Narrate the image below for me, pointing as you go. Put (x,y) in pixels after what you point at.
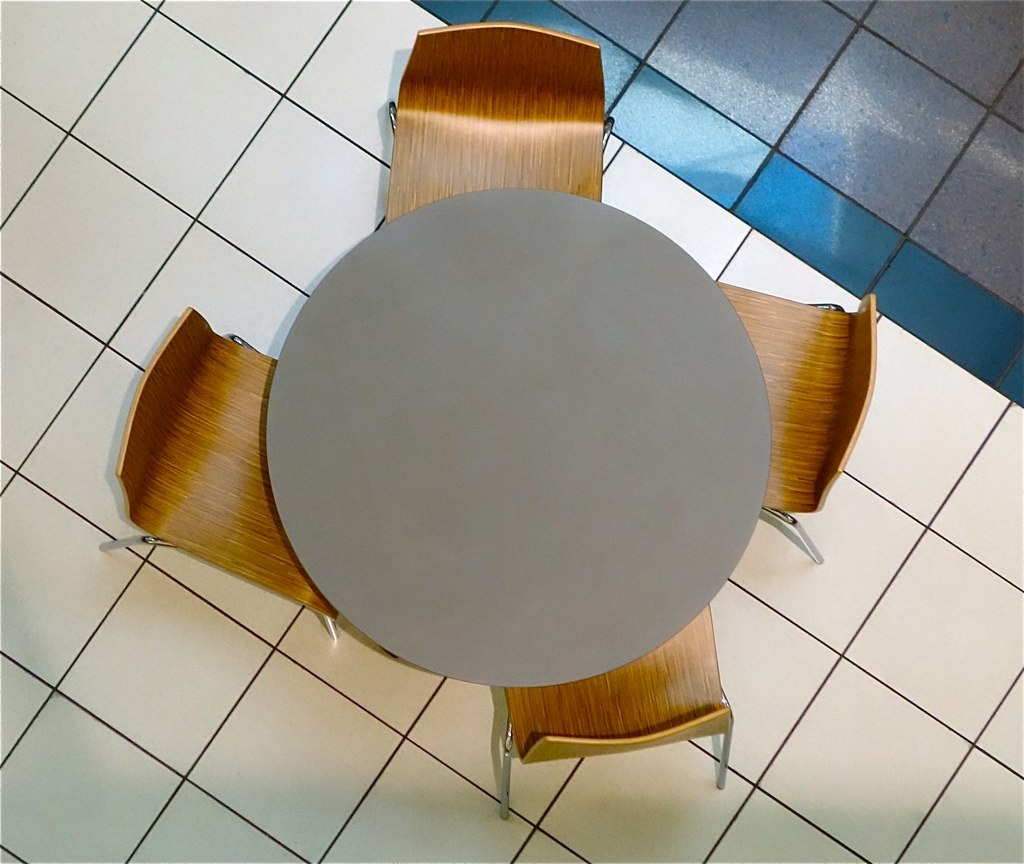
In this picture there is a table (629,516) and there are four chairs (700,635) around the table (308,521). At the bottom (150,774) there are tiles (828,267).
